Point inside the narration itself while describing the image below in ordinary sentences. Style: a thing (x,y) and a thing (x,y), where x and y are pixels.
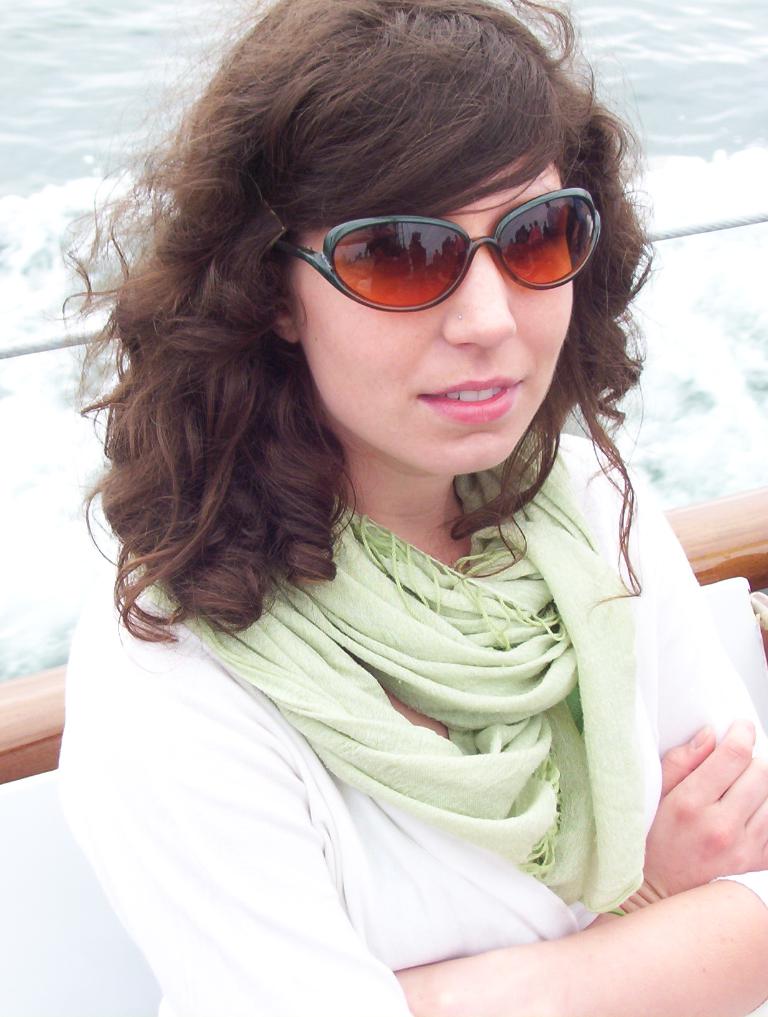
Here we can see a woman (448,631) and she wore goggles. In the background (176,47) we can see water (705,307).
